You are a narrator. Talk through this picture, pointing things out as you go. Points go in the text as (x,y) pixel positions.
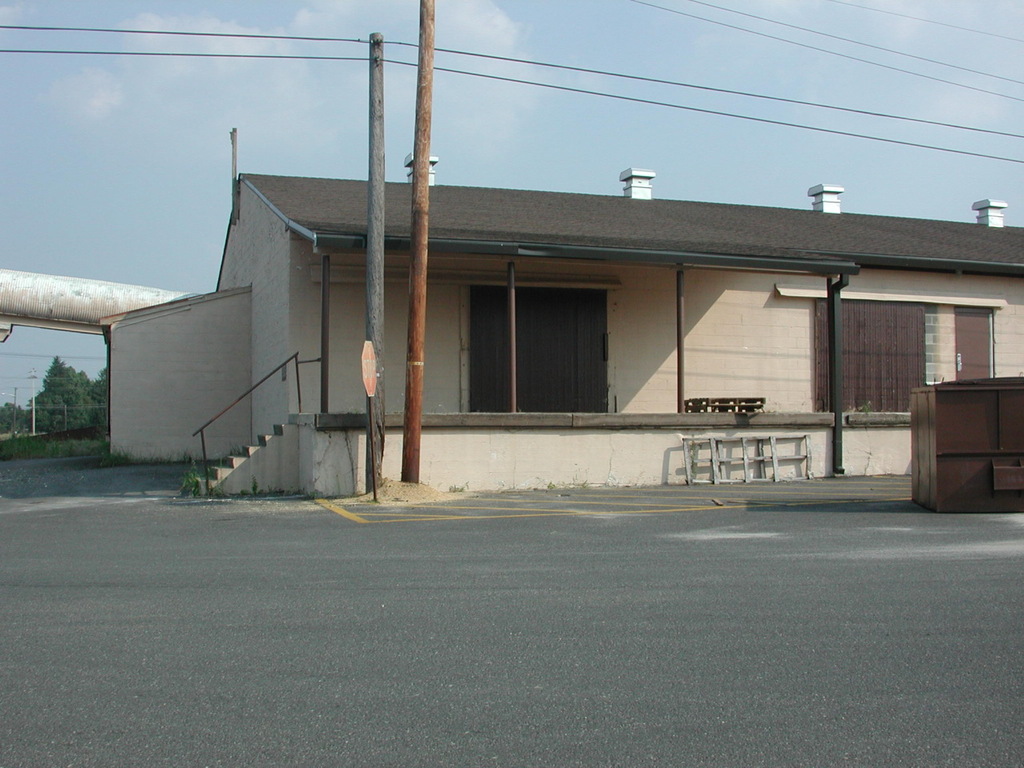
In this image, there is a road (612,667), there are two poles (426,250), there are some electric cables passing from the poles (433,48), there is a house (981,260) and at the left side (65,394) there are some green color trees (54,401), at the top (466,37) there is a sky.
